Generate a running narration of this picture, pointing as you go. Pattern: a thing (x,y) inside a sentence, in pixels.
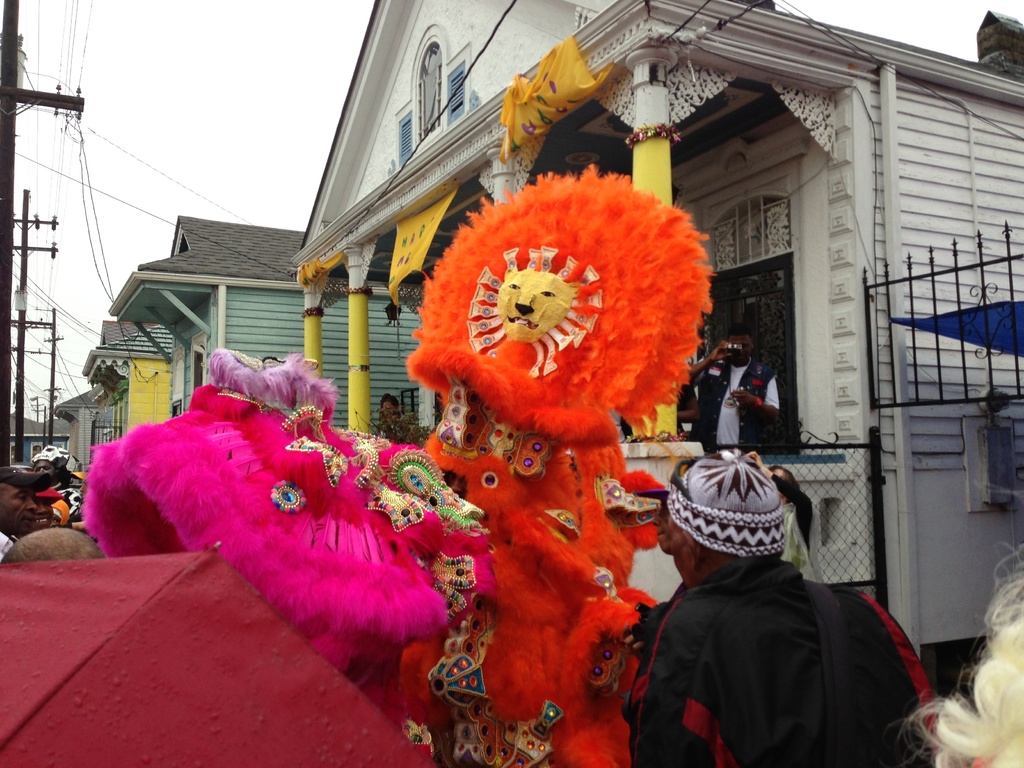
In this picture there are group of people (600,532). At the back (949,588) there are buildings (844,189) and poles (1,240) and there are wires (89,184) on the poles (9,255) and there is a person (744,398) standing and holding the camera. On the right side of the image (987,396) there is a fence (853,537) and there is a railing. At the top (180,170) there is sky (187,151).
